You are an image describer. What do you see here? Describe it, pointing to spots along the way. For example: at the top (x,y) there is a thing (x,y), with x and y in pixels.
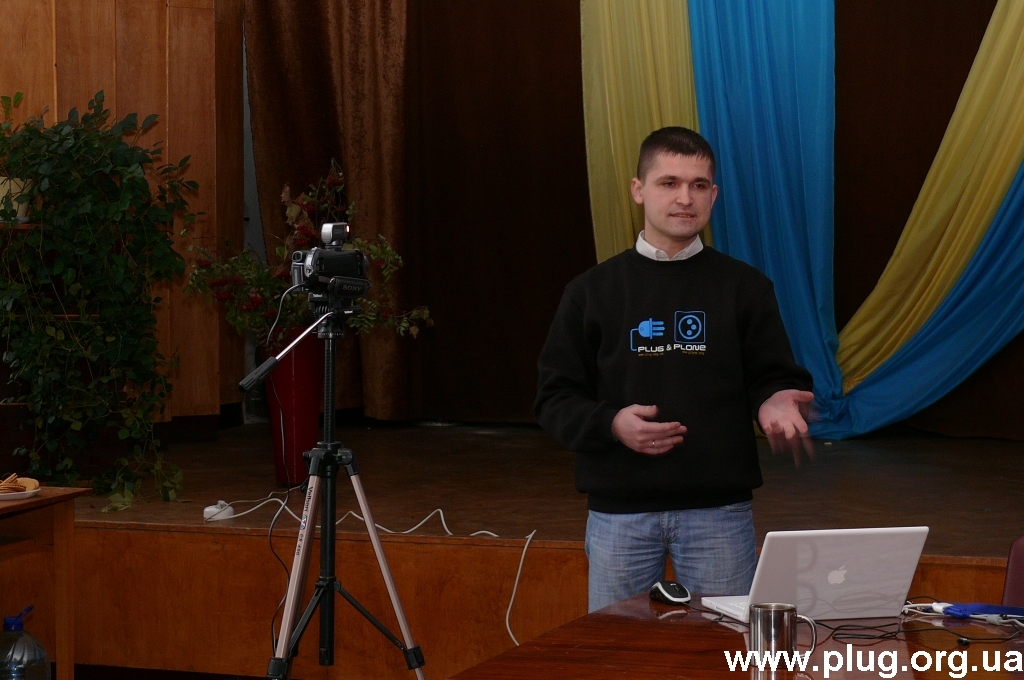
In this image there is a person (653,439) wearing black color T-shirt (604,358) standing in front of him there is a laptop (834,609) and at the left side of the image (340,277) there is a camera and at the background of the image (234,365) there is a wall (220,76).
